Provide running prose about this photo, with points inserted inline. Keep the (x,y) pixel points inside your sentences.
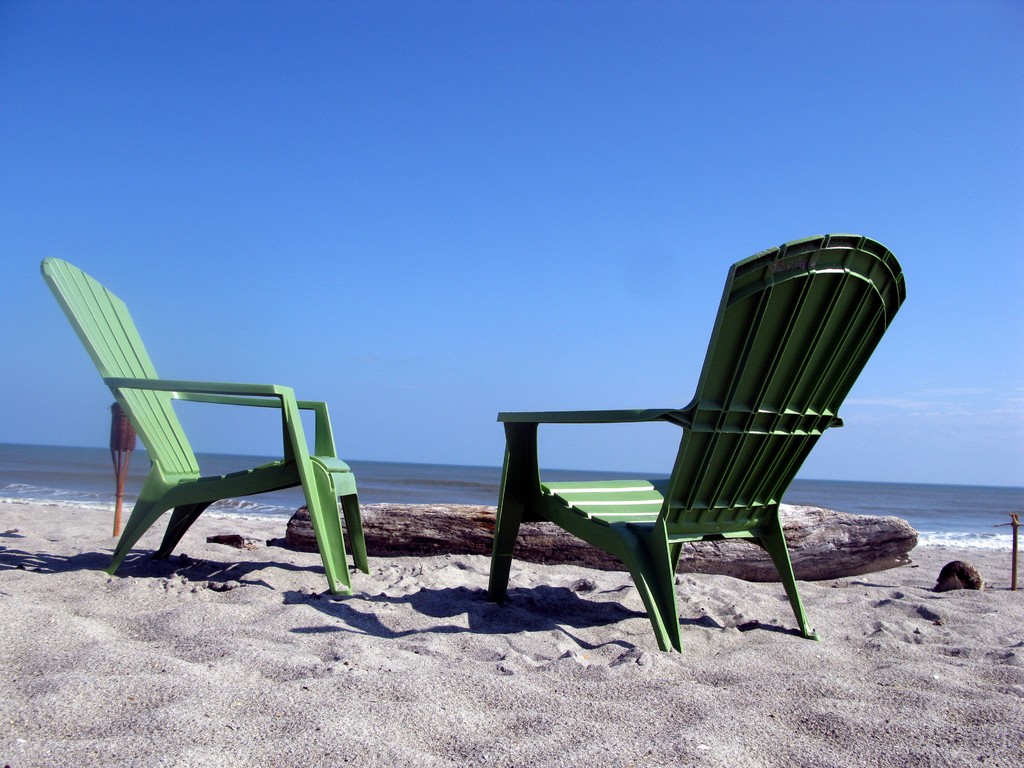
The picture is taken near a beach (969,599). In the foreground of the picture (165,419) there are chairs (228,478), a wooden log (404,521) and a pole (123,478). In the foreground (93,624) there is sand (317,655). In the background (371,478) there is water (922,504). Sky (444,198) is clear and it is sunny.
